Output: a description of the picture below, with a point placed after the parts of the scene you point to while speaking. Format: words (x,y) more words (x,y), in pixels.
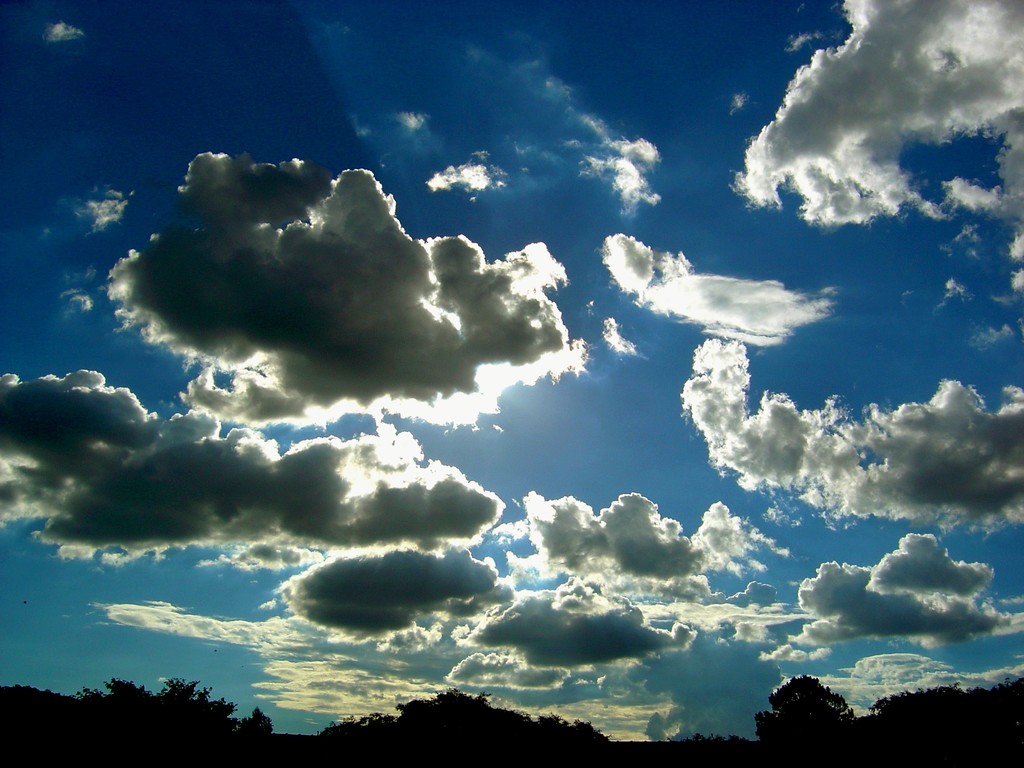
This picture is clicked outside. In the foreground (224,706) we can see the trees (963,748). In the background (588,244) we can see the sky (493,108) which is full of clouds (349,582).
